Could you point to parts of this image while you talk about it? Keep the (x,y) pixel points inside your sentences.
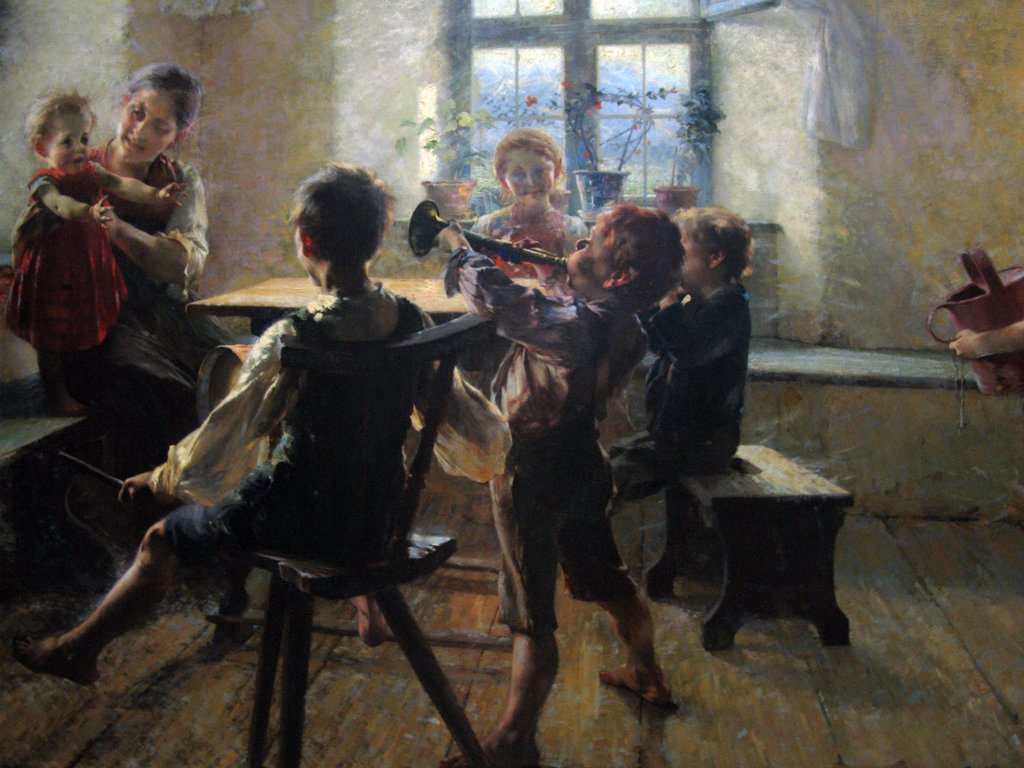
This image is a painting. There are children (697,337) sitting on benches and a chair (402,520). In the center (541,458) there is a boy (534,463) standing and playing a musical instrument (480,244). To the left (176,249) there is a woman (146,295) sitting on a bench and holding an infant (75,237). Behind them there is a wall (726,41). There is a window (588,77) to the wall (219,30). Near to the window (562,150) there are house plants (705,138). To the right (961,339) there are hands (1002,343) of a person (970,350) holding a pitcher (967,313).
